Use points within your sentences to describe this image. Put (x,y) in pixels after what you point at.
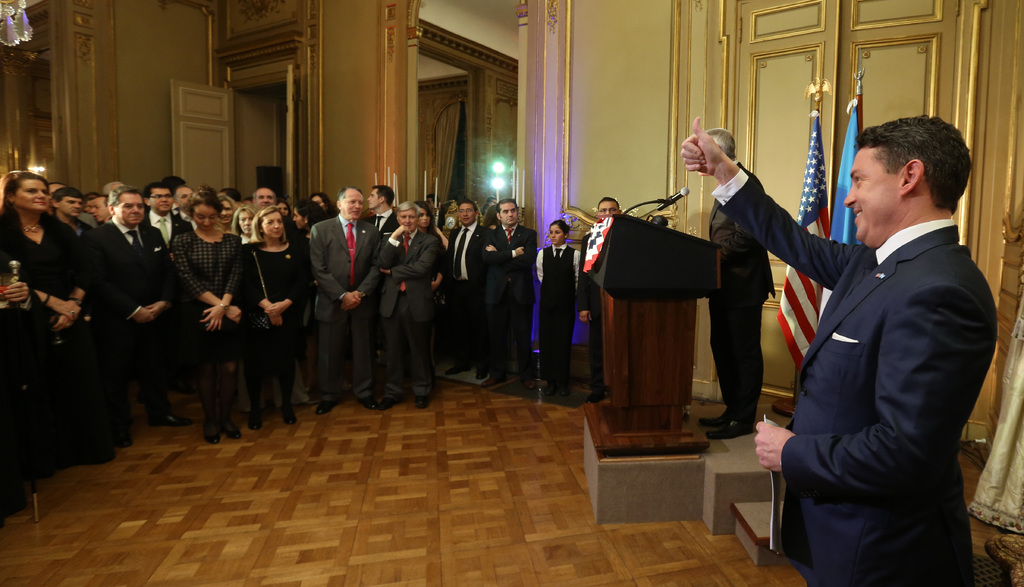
This image is taken indoors. At the bottom of the image (241,526) there is a floor (465,505). In the background (476,46) there are a few walls (417,102) with doors (285,130) and there is a curtain (450,153). There are two lamps (496,177). On the right side of the image (977,147) there is a wall (711,85) with carvings (967,85). A man (916,360) is standing on the floor (970,493) and there are two flags (843,206). Another man (739,424) is standing on the dais (739,441) and there is a podium (641,290) with a mic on it. In the middle of the image (503,241) many people (303,285) are standing on the floor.
